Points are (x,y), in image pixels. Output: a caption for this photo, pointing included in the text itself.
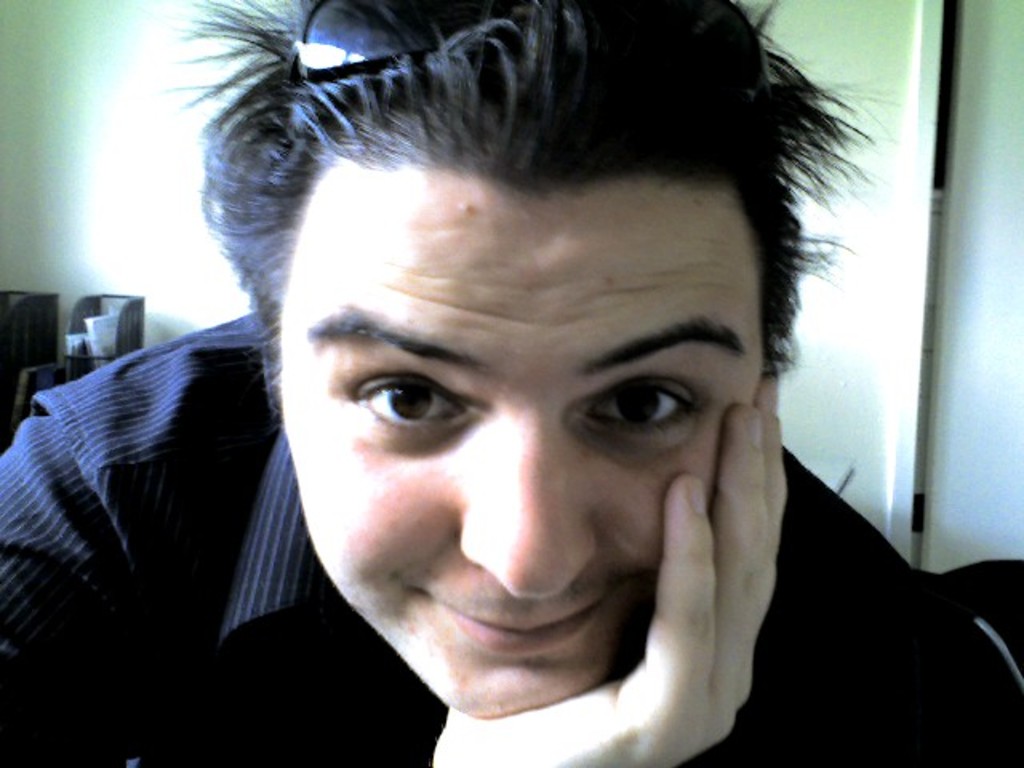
In this image I see a man (501,336) who is smiling and I see shades (360,42) on his head (469,66) and I see the wall (54,109) in the background (920,297) and I see few things (55,378) over here.
